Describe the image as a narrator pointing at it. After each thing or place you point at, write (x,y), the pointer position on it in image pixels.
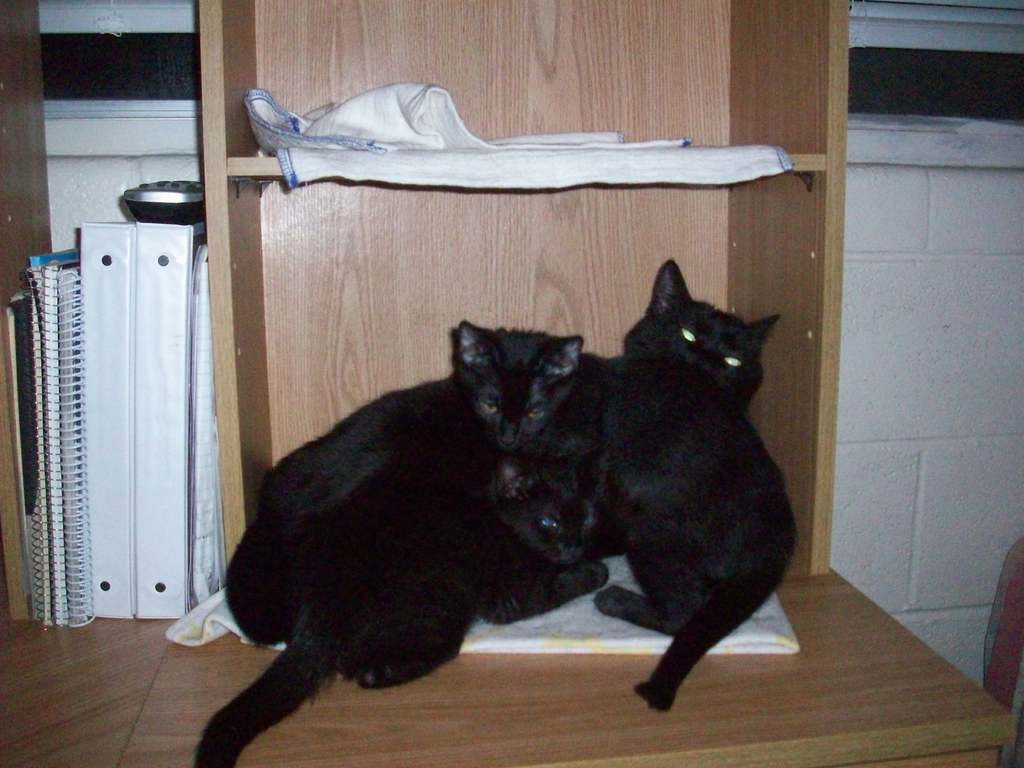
We can see cats (468,471) on cloth (546,643) and we can see clothes (461,139), books (95,271) and remote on wooden surface (893,738). Background (984,394) we can see white wall (993,332).
